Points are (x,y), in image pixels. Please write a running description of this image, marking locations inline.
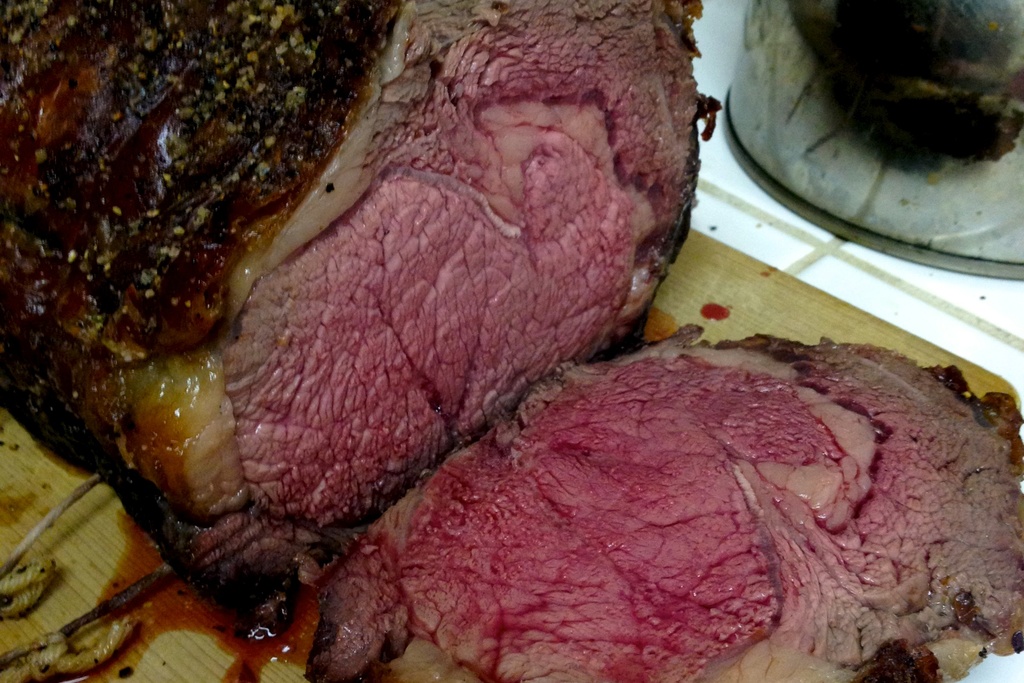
In the foreground of this picture (513,388), there is a roast beef (513,342) on a wooden board (793,309).
